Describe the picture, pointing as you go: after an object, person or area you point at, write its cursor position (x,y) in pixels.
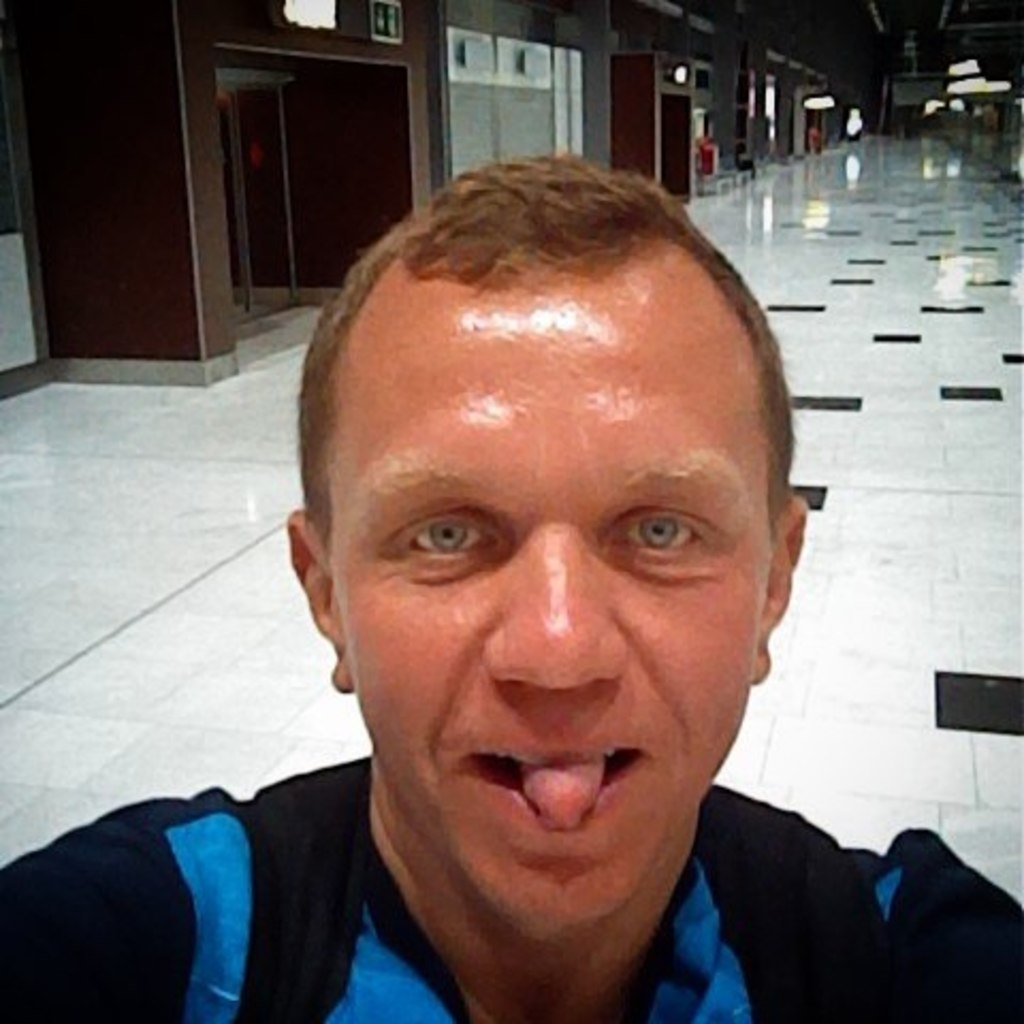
In this image we can see a man (547,882). In the background (384,150) there are doors (259,244), walls (713,129) and lights (683,66).
